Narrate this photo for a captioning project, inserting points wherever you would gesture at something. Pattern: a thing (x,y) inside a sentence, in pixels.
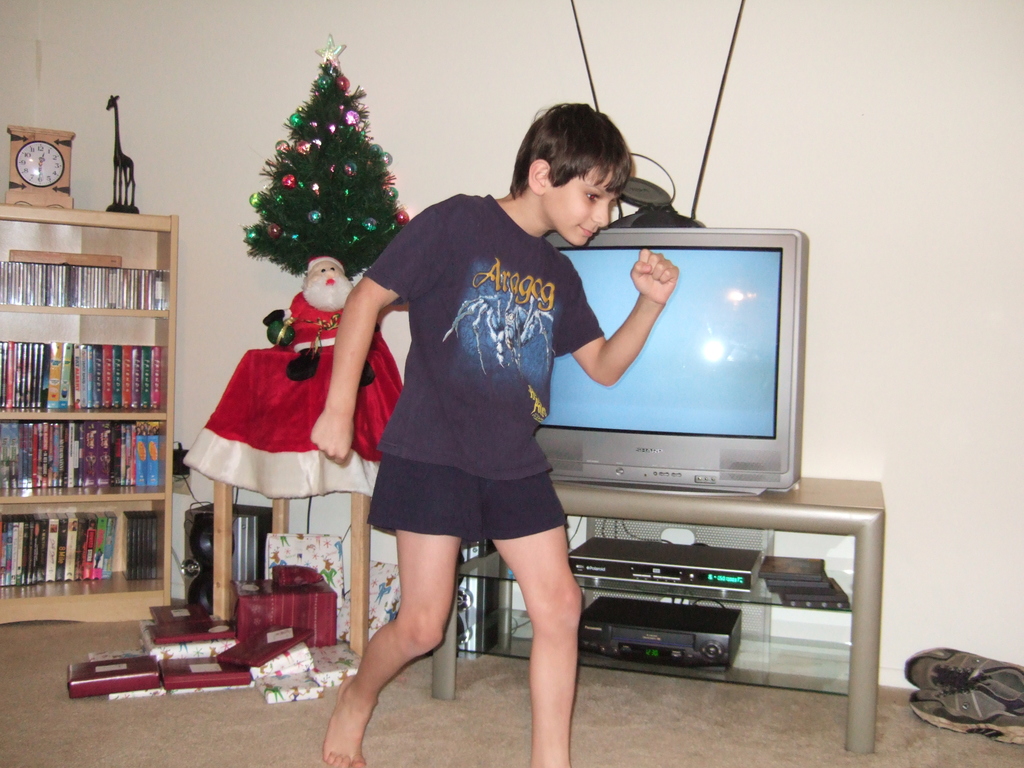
In the center of the image (498,390) there is a boy (552,519). In the background of the image (655,390) there is a TV (635,450) on the stand (637,591). There is a doll (334,279). To the left side of the image (108,497) there is a bookshelf (82,611). At the bottom of the image (295,724) there is floor (139,731). In the background of the image (667,110) there is wall (371,76).
